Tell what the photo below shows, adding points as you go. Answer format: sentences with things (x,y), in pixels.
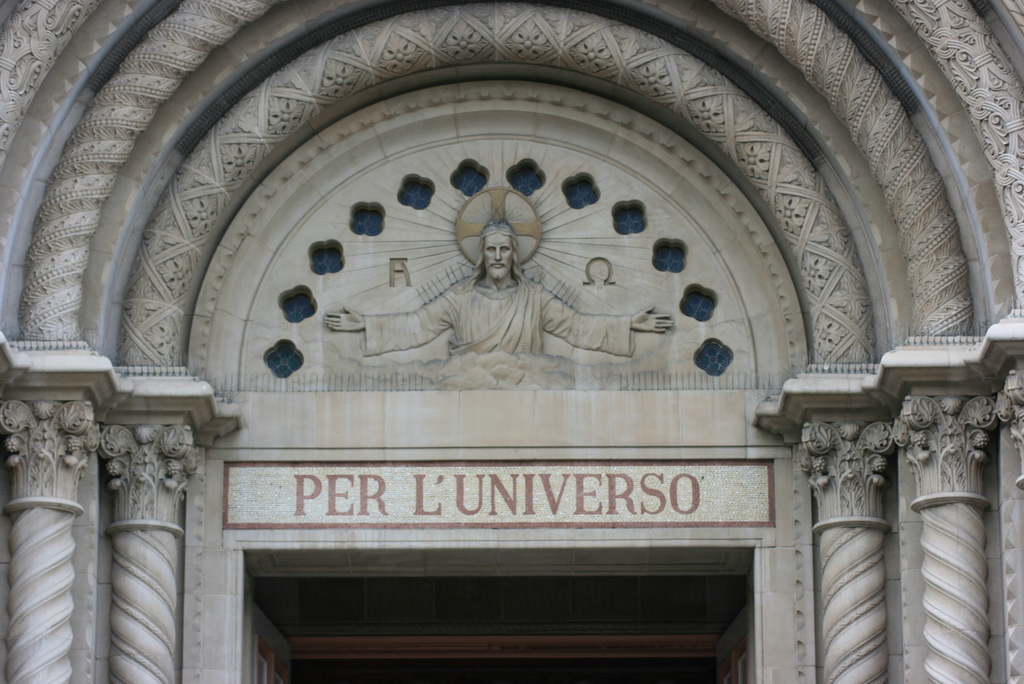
In this picture we can see the entrance (442,623) of a church (492,341) with pillars (116,667) and a picture (345,270) of Jesus (480,198) at the top (493,198).
